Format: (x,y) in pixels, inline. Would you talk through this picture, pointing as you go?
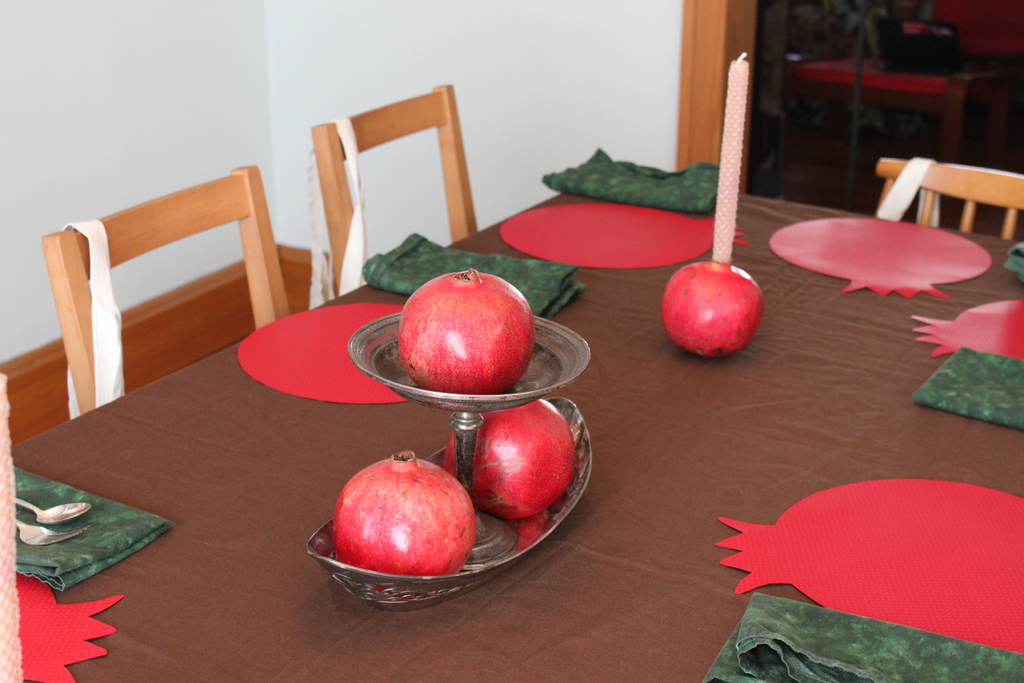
In this picture there is a pomegranate (483,384) in a bowl (489,567). There is fork (40,536), spoon (43,519), cloth (123,538), candle (735,187) on the table (709,401). There is a chair (195,214). There is a plant (871,20).
